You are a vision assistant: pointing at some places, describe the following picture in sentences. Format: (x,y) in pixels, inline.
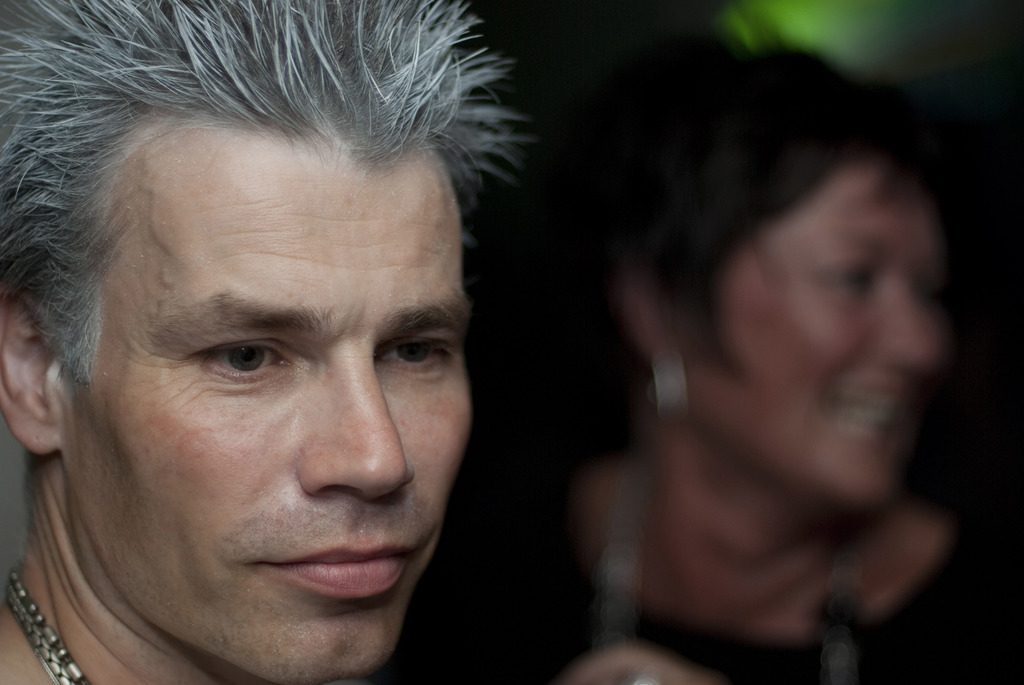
In the image in the center (615,260), we can see two persons (464,396). One of them is smiling, which we can see on the face (758,376).
